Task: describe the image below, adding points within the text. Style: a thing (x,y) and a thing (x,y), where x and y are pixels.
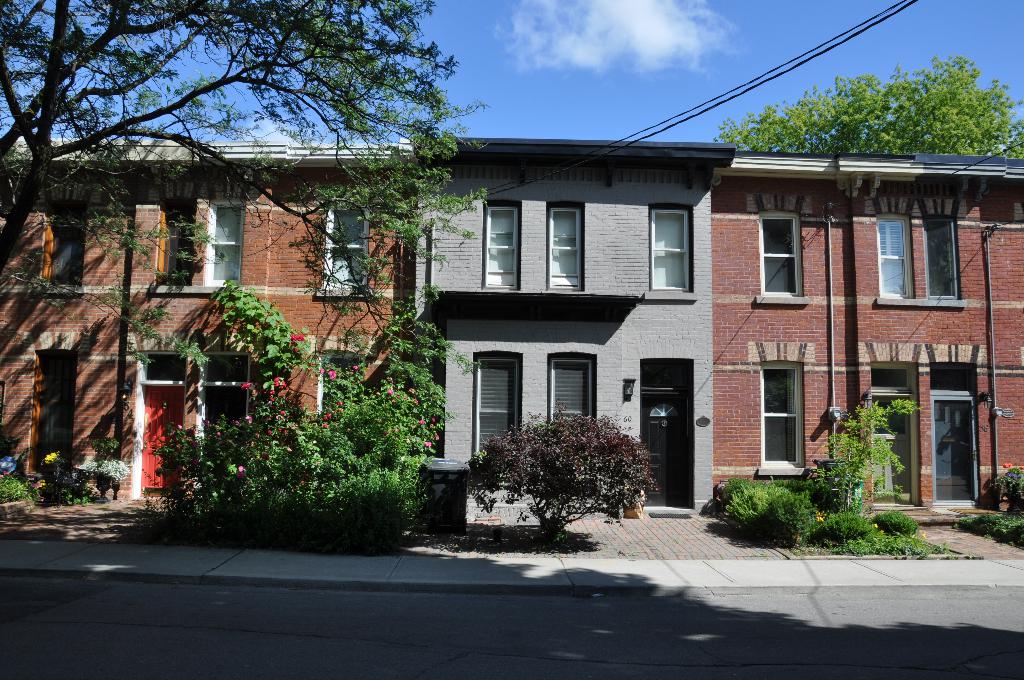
In this image I can see the road (832,625). To the side of the road (51,599) there are plants (552,492) and trees (508,497). In the background (520,281) I can see the buildings (605,256) and windows (499,274) to it. I can also see the clouds (564,66) and sky (558,79) in the back (564,95).
